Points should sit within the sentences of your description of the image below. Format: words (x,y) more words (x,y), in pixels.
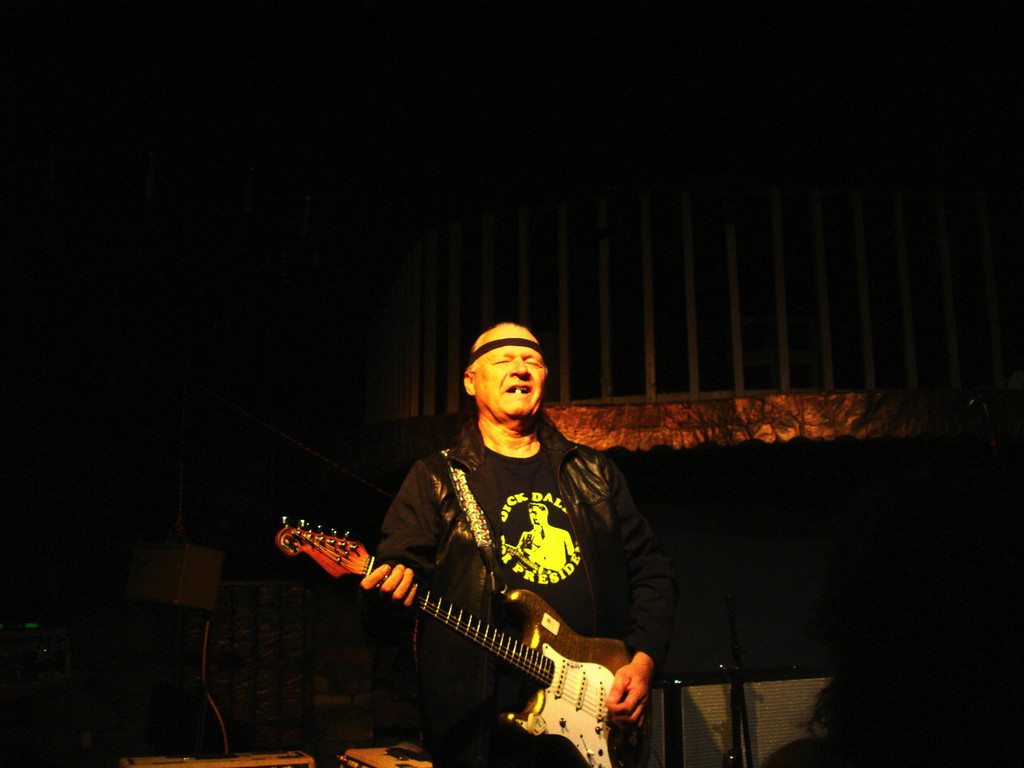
In this image, we can see a person (449,477) standing and holding a guitar (601,690). There is a dark background (405,419).
